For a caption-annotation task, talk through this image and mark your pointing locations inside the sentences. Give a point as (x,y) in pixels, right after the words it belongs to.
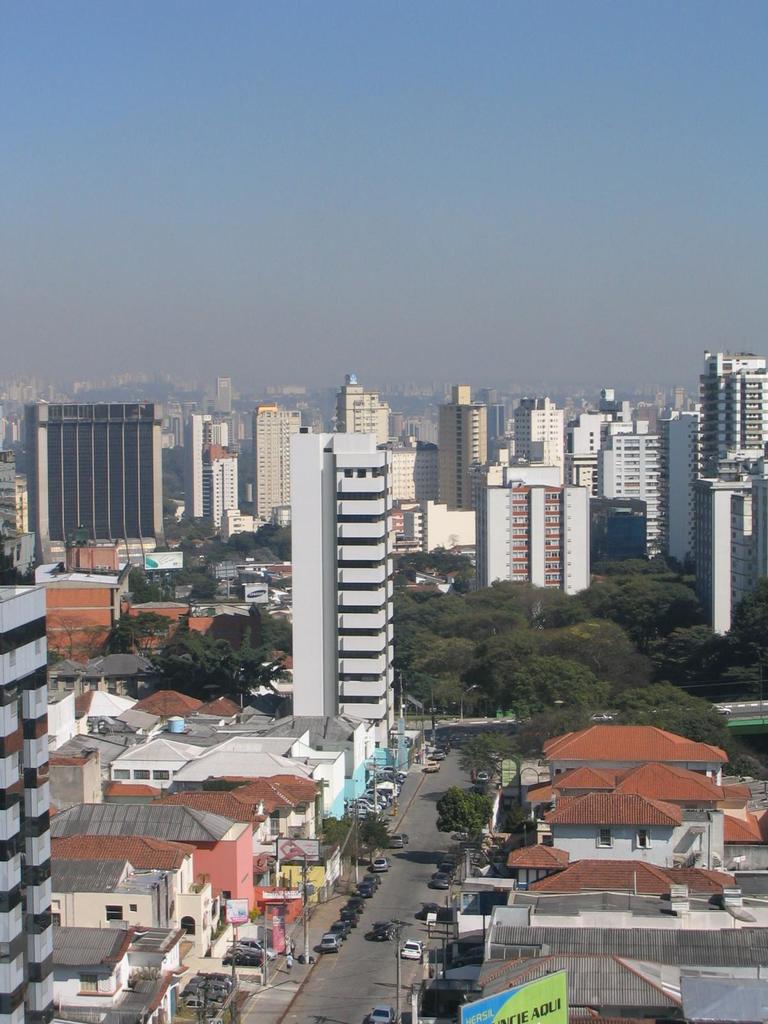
It is the image of a beautiful city (572,557) it looks like a prosperous city (266,637), there are many buildings (319,564) and houses (152,783), in between the buildings (239,614) there are a lot of trees (479,605) and there is a road (502,727) between the houses (127,924) and many vehicles (376,865) are moving on the road (405,885).
